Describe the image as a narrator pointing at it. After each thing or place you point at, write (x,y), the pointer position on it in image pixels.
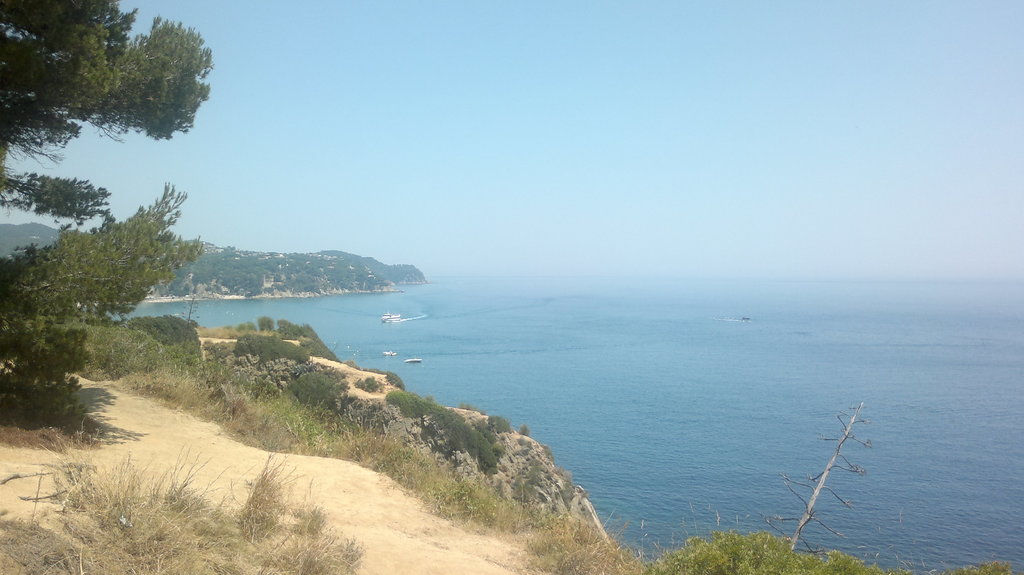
In the center of the image (415,357) there are ships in the water (560,337). In the background of the image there are trees (72,240), mountains (311,265) and sky (328,116).
